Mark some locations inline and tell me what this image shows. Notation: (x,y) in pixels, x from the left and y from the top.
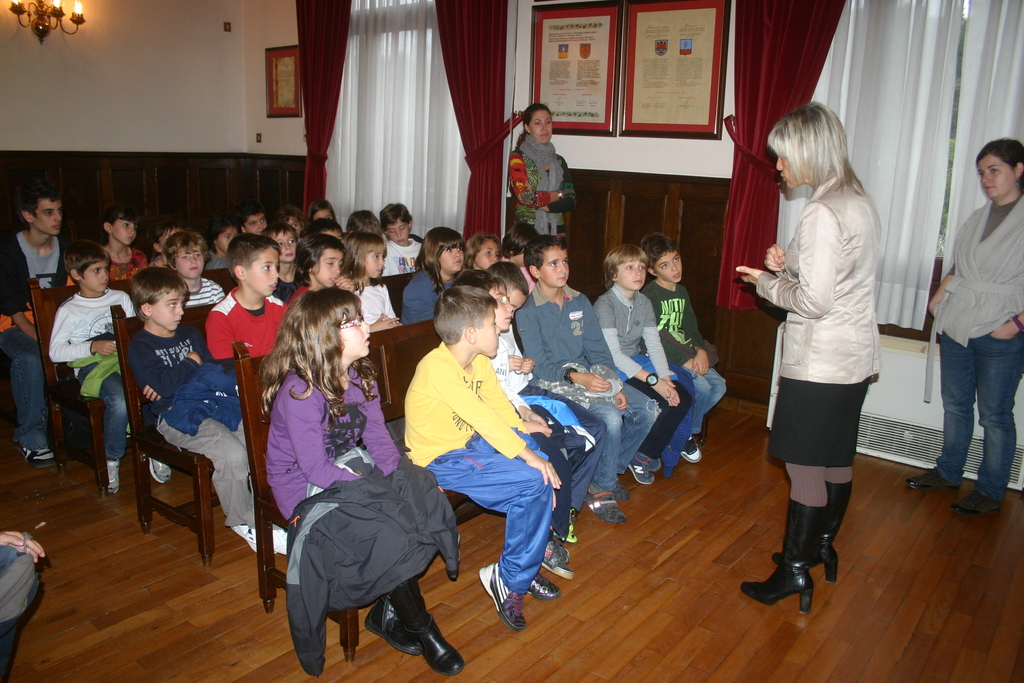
This is an inside view of a room (697,237). On the right side (849,289) there are two women (809,349) standing on the floor (968,583). One woman (829,374) is speaking by looking at the children (478,291) who are sitting on the benches (264,518). The children (292,363) also looking at this woman (822,338). In the background (209,141) there is a wall (606,139) on which few frames (655,66) are attached and also I can see the curtains (393,118) the windows (958,44). In the top left (35,30) there are few candles (21,6). In the background (519,179) there is another woman (526,190) standing beside the wall (584,168).
